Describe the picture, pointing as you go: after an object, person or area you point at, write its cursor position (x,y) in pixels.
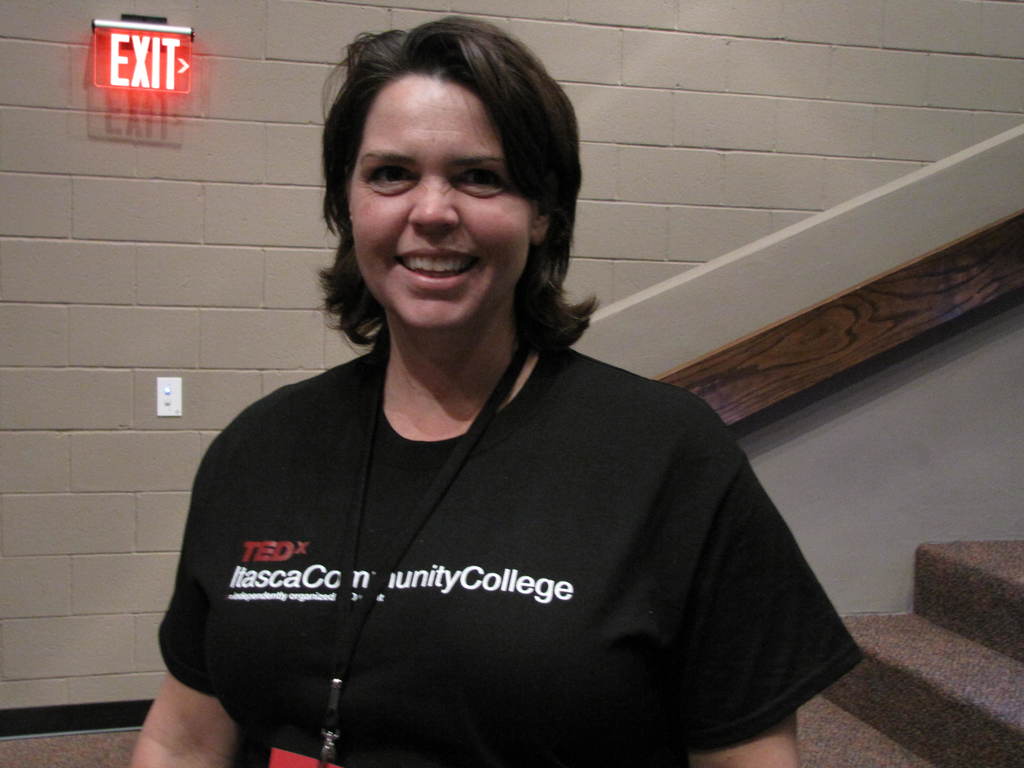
In this image we can see a lady (358,508) wearing a tag (367,615). In the back (105,276) there is a wall (126,134) with exit board (141,63). On the right side (955,672) there are steps (912,696) with side wall (890,467).
